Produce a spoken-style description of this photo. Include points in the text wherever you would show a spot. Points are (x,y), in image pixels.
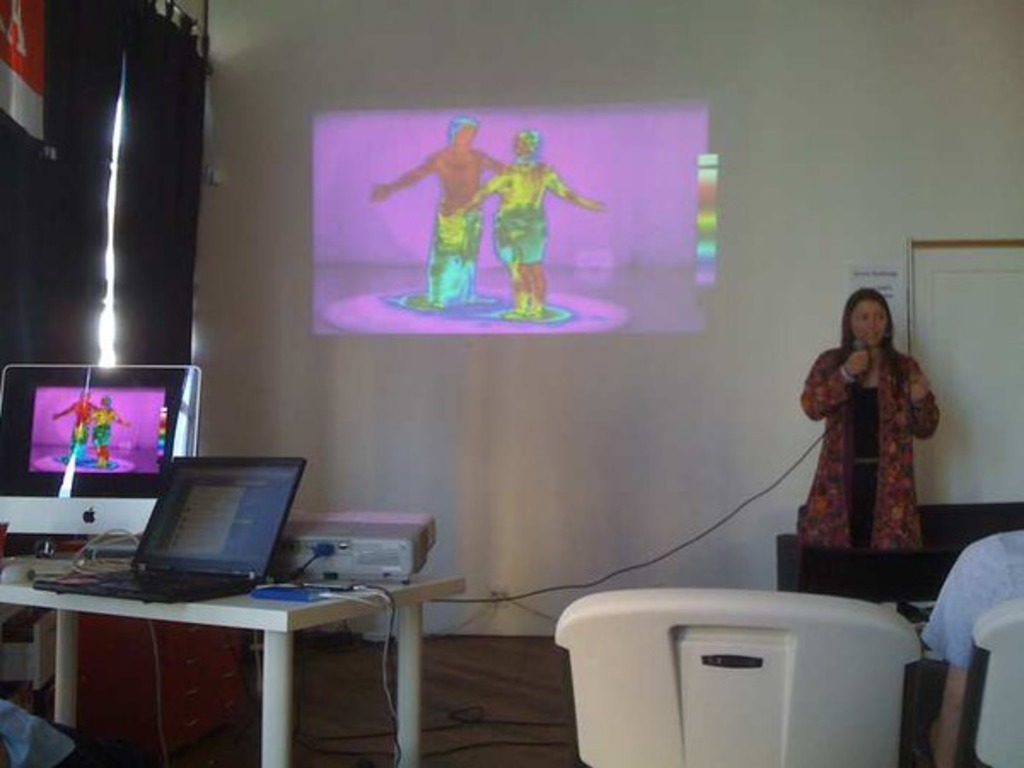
In the image there is a woman (843,482) standing and speaking, there is a table (408,635) on the left side (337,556) and on the table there is a projector (370,559), laptop (158,527) and a monitor (10,422). On the right side (858,633) there are two chairs (995,612) and there is a person (954,695) sitting on the chair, in the background (436,272) there is a wall (448,336) and on the wall (697,414) some visuals (549,249) are being displayed and beside the wall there are two curtains (142,141).
